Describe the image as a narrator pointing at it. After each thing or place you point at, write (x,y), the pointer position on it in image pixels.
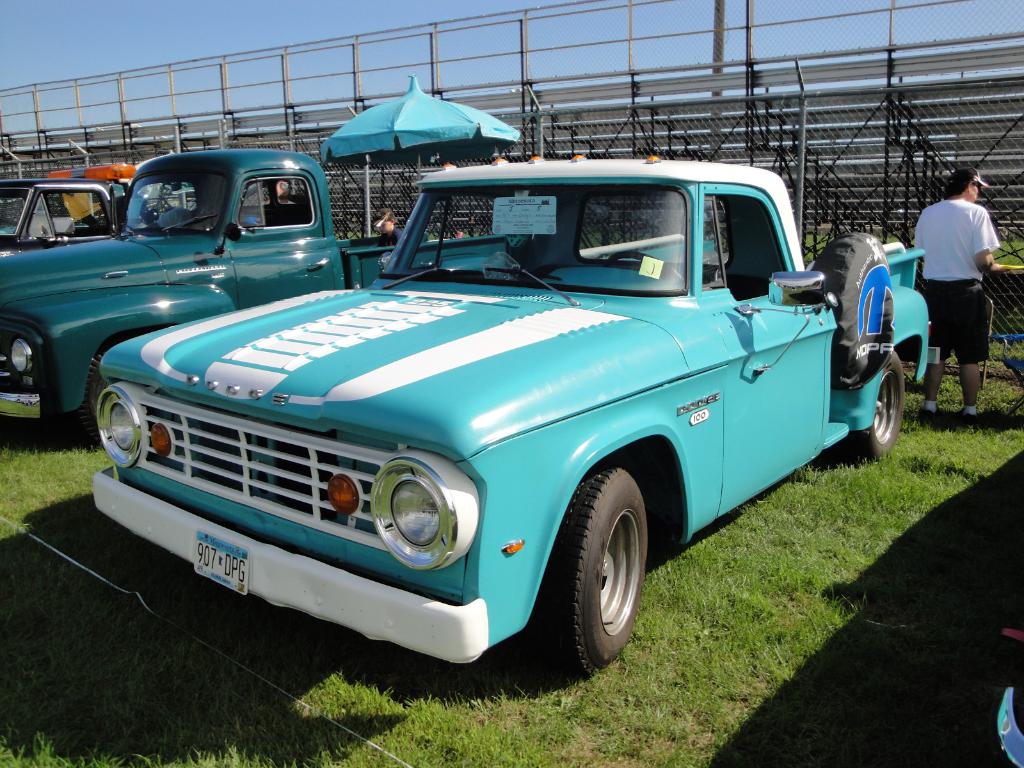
In this picture we can see a group of vehicles (439,638) and person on the ground (591,679). In the background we can see a fence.
